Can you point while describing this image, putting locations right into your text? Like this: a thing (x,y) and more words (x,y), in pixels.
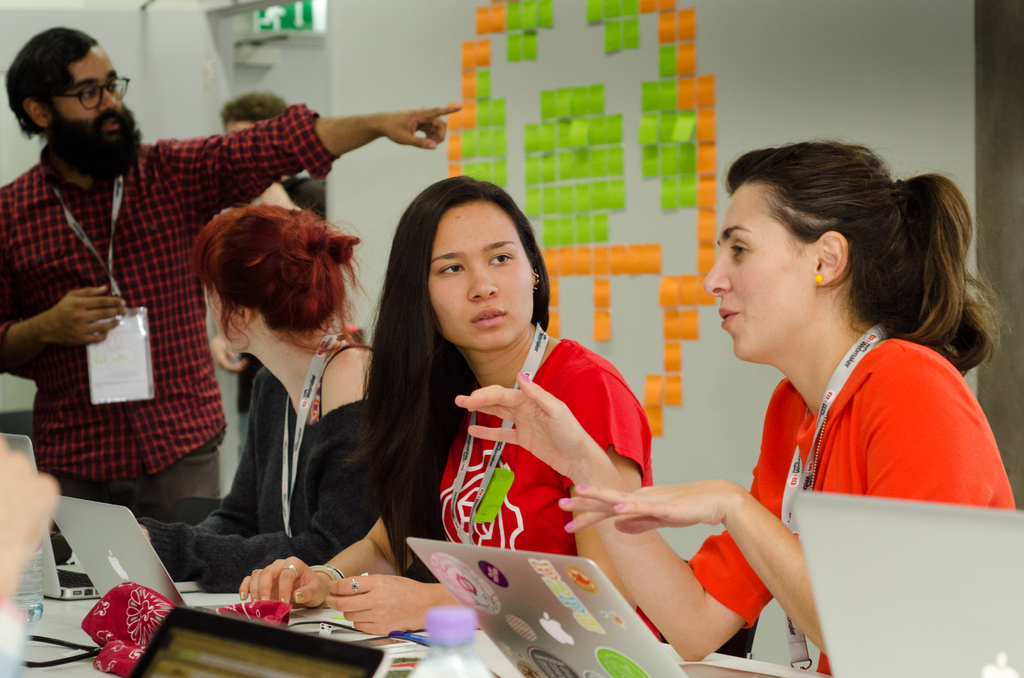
In this picture there are people (566,467), among them there are three women (326,487) sitting and we can see laptops (155,570), bottles (454,658) and objects (103,622) on the table (84,624). In the background of the image (447,4) we can see stickers (496,13) on the wall (511,93) and board (313,3).
